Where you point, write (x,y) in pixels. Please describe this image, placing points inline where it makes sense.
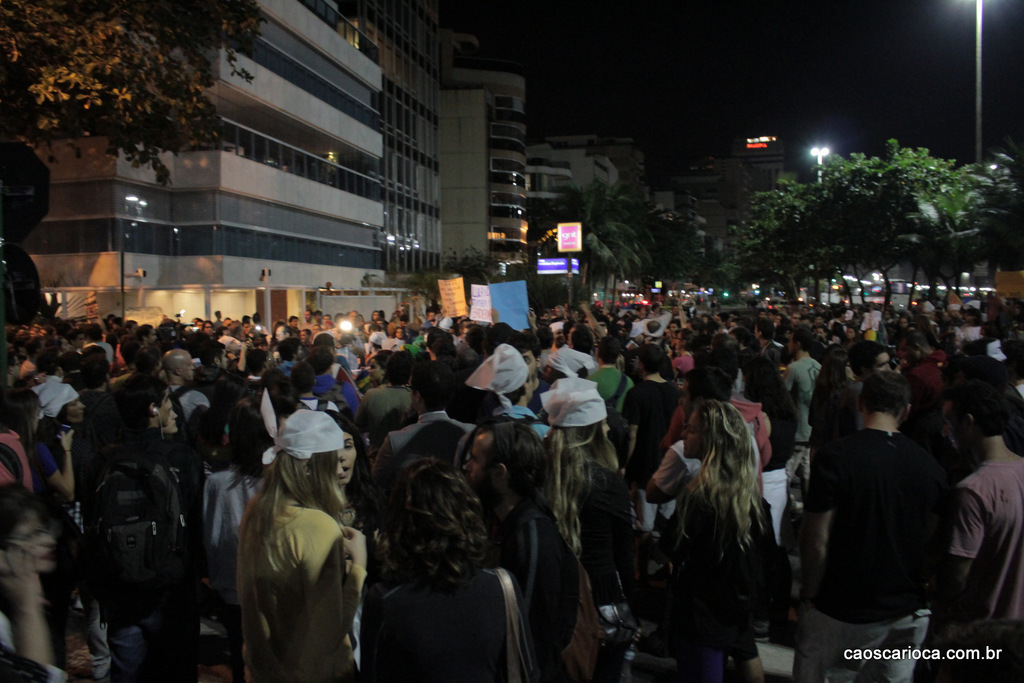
In the image there are many people (533,387) standing. And they are holding posters (464,295) in their hands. Behind them there are buildings (282,160) with walls (271,184) and glasses (362,183). And also there are trees (831,162) and poles (819,148) with lights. In the bottom right corner of the image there is something written on it.
